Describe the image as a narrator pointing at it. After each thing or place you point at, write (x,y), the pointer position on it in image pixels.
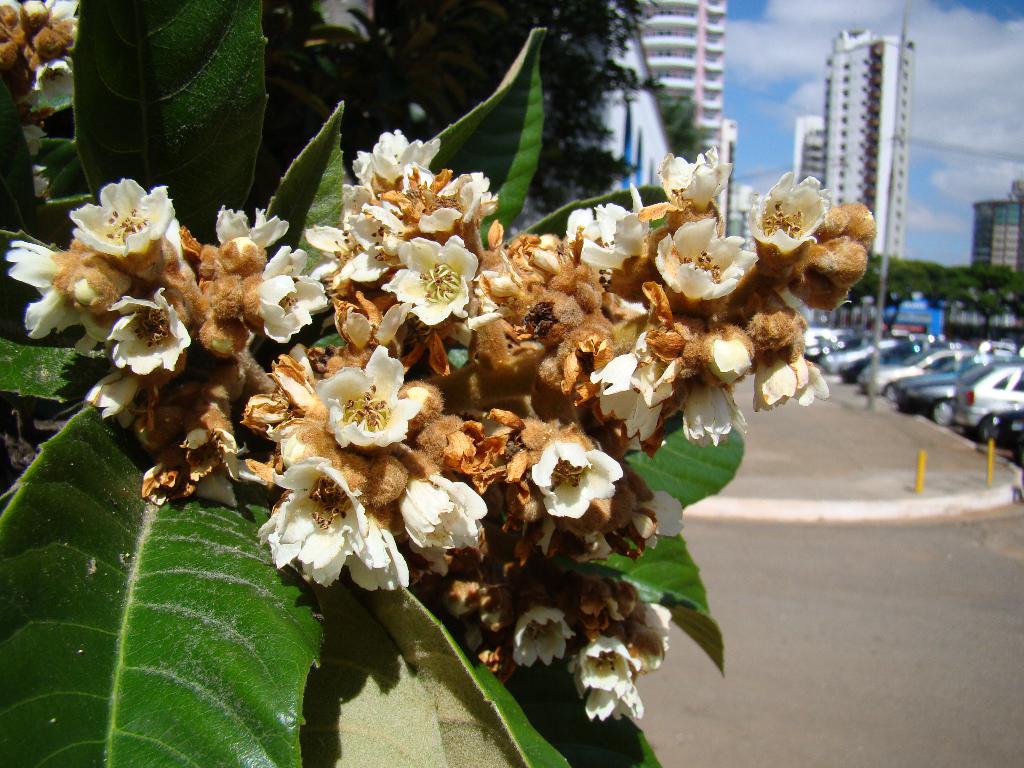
Here we can see leaves (162,747) and flowers (742,374). In the background (552,99) there are trees (479,11), buildings (856,114), poles (877,336) and clouds (816,48) in the sky (946,249). On the right (812,346) there are vehicles (841,368) on the road (839,752).
